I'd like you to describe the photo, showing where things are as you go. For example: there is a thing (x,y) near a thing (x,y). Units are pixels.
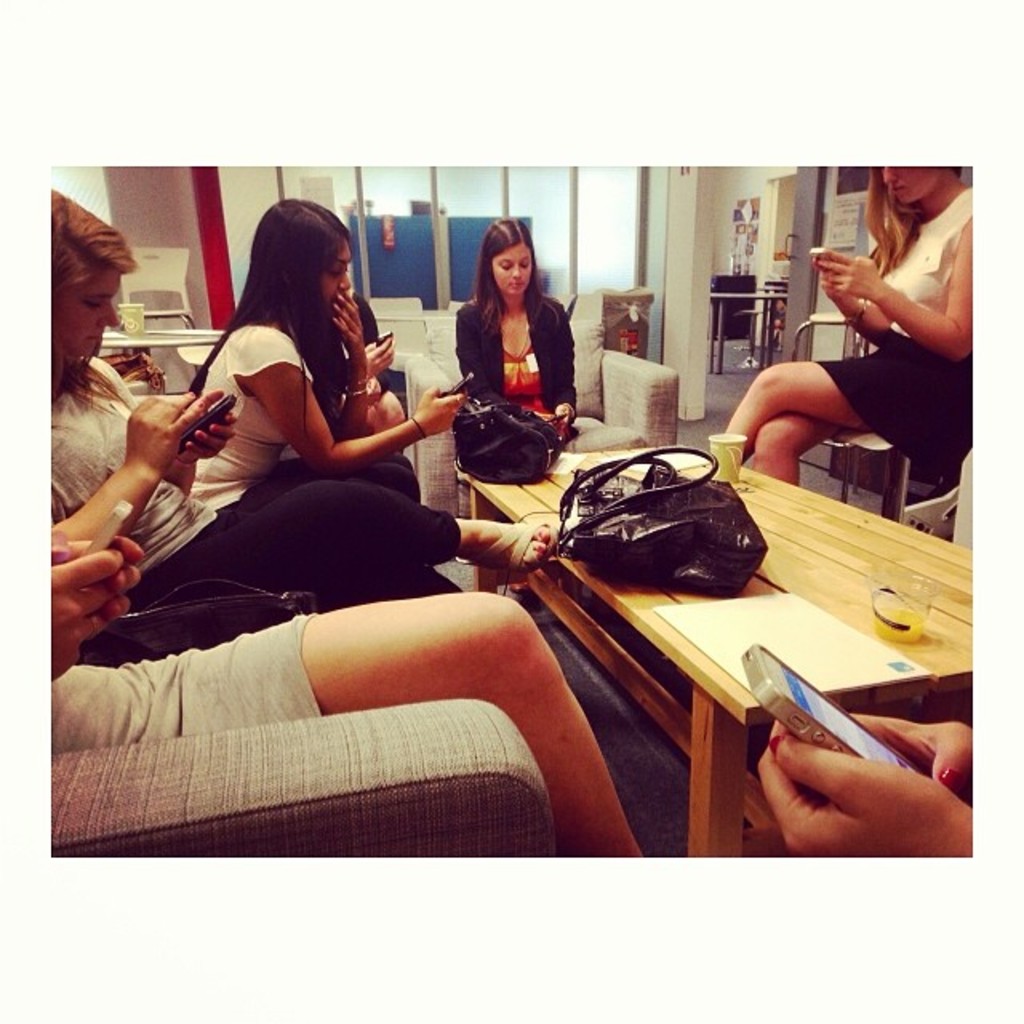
This picture is clicked inside a room (674,246). Here, we see five women (213,650) sitting on sofa chair (332,744) and stools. In front (703,642), we see a table (664,632) on which file (820,635), glass (929,604) and bag (648,497) is placed on it. On the right top (714,305), we see a dining table (769,317) and next to it we see a woman (849,312) looking into the mobile phone (827,249).
